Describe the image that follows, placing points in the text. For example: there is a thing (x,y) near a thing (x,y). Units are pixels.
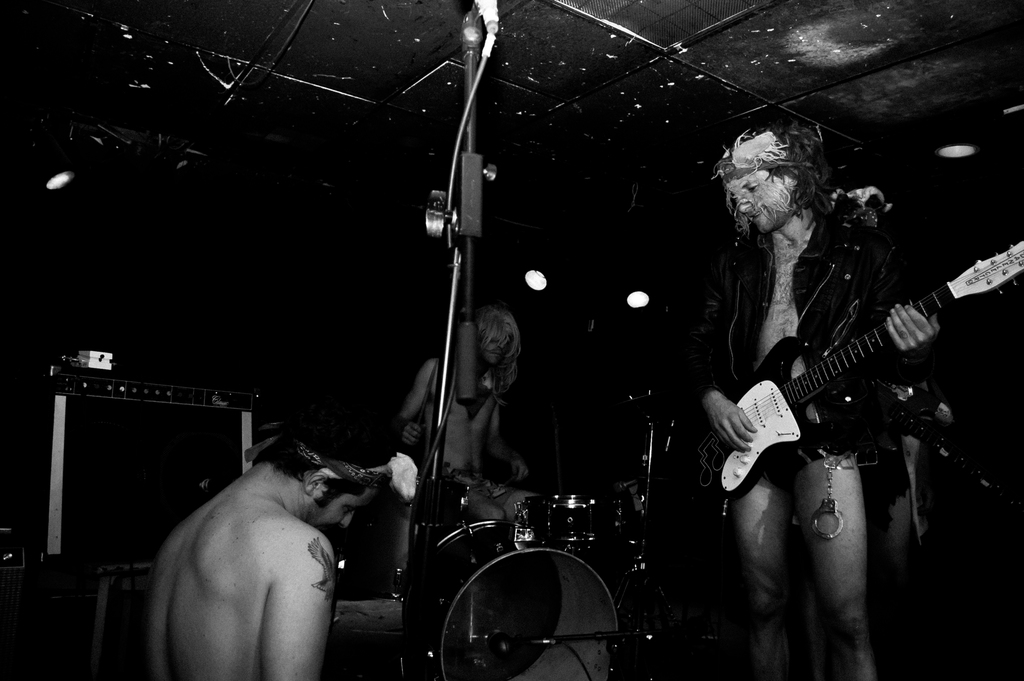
A man (509,457) is sitting in the middle (448,425) on the right (711,341) a man (749,330) is standing, playing the guitar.
